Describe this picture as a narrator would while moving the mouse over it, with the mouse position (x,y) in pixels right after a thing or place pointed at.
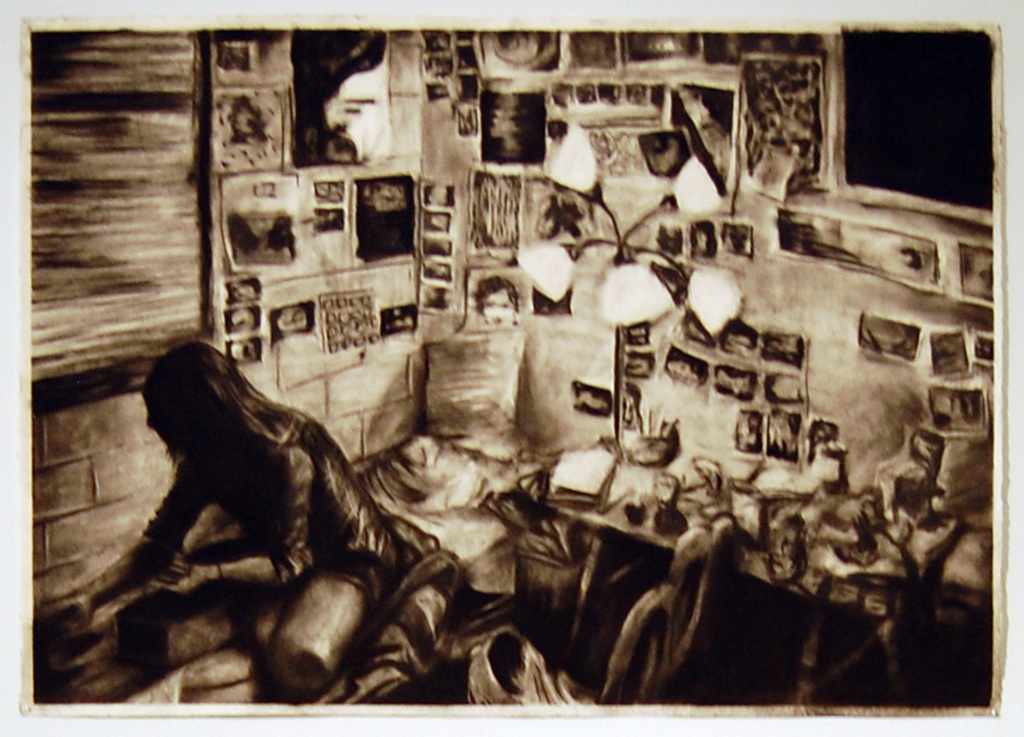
In this image we can see black and white picture of a drawing (307,445) in which we can see a woman (330,540) sitting on the surface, light poles (627,315), group of photos (814,426) placed on the wall (767,276) and a chair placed on the ground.
